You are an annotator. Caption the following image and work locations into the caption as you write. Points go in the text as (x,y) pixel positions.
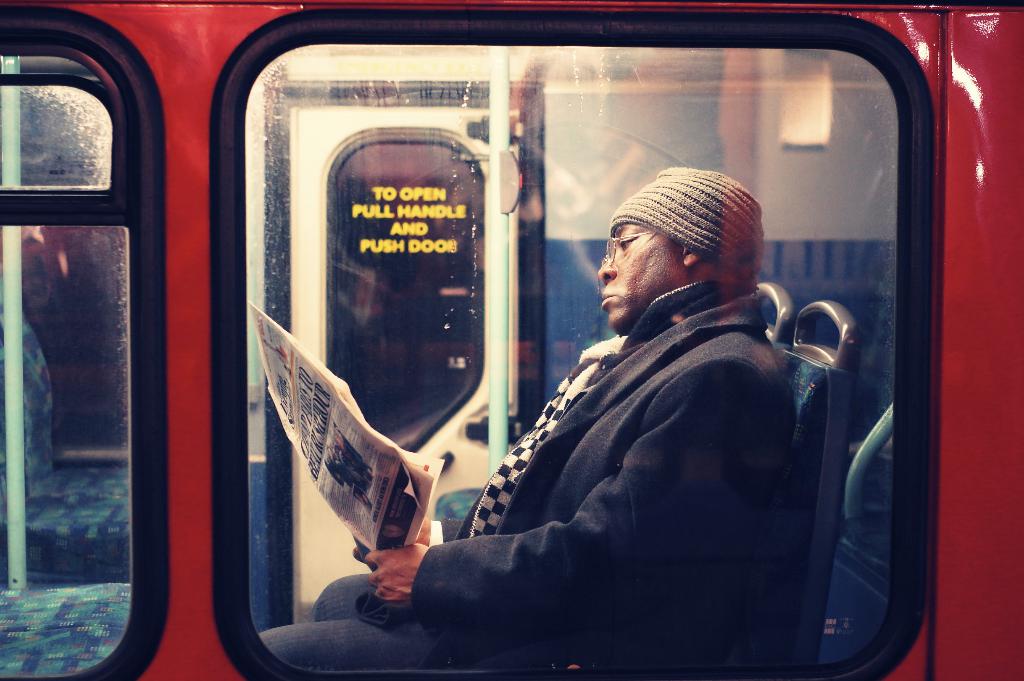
In this picture I can see the glasses (519,187) in front (5,165) and through the glasses (441,217) I can see the inside view of a public transport (555,223) and I can see a man (667,452) sitting on a seat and holding papers (300,362) in his hands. In the background (391,257) I see something is written on the door (433,274).
